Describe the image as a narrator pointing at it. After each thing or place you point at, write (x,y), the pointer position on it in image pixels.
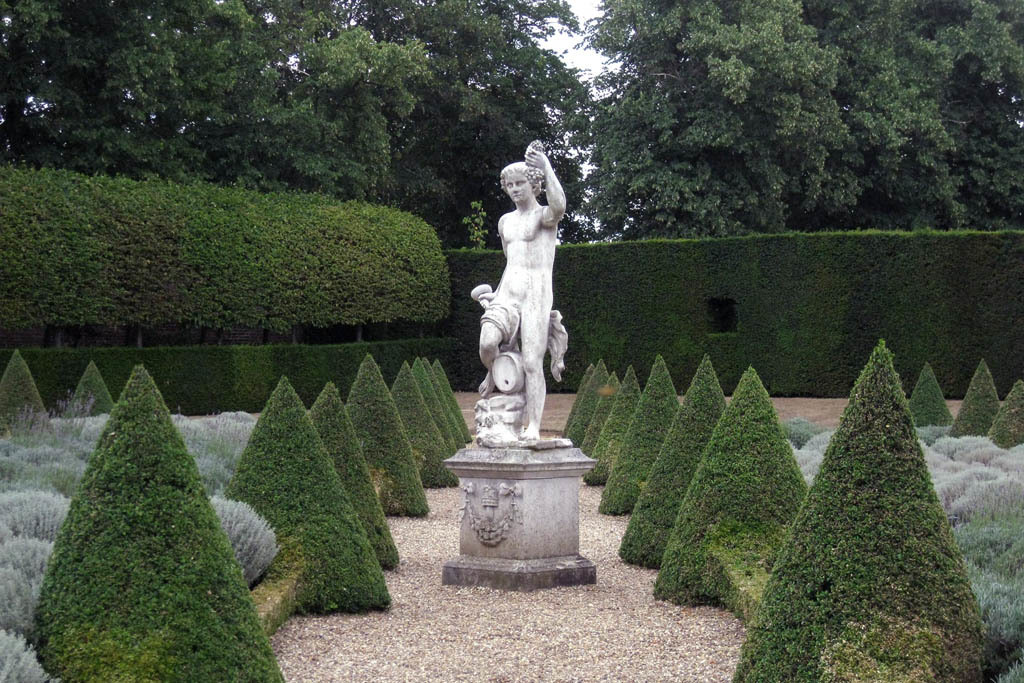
In the image I can see a place (532,664) where we have a statue (520,430) and also I can see some trees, plants (401,383) and some grass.
